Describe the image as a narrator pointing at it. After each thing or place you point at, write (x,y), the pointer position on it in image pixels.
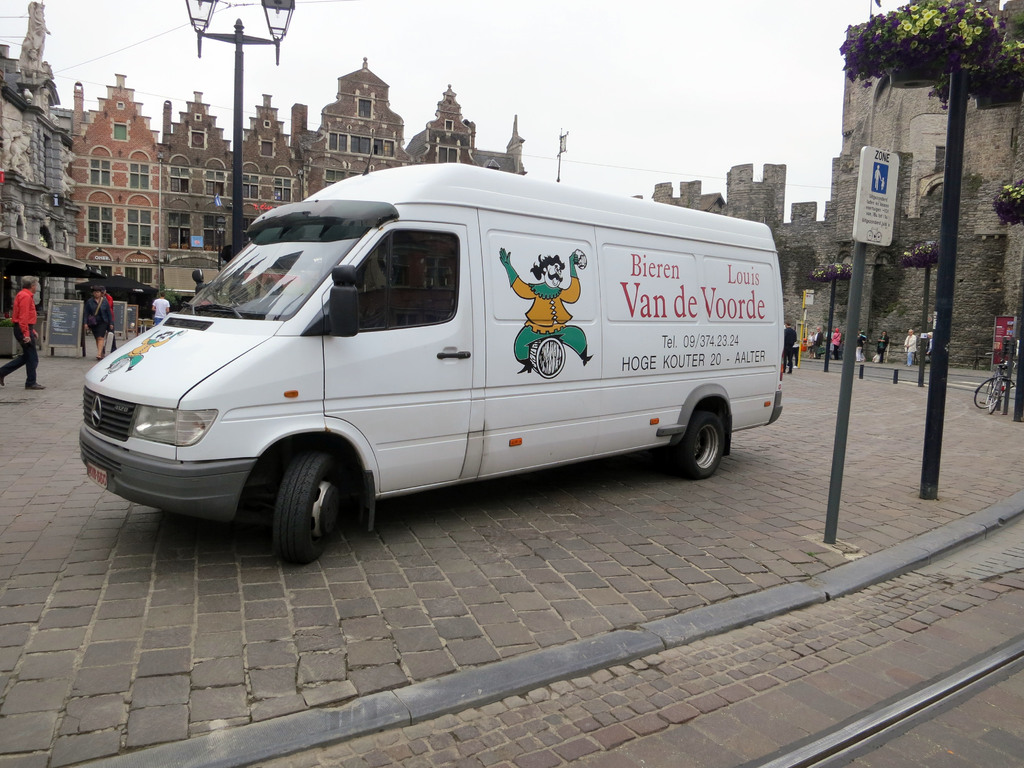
In the center of the image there is a van (490,223). At the background of the image (341,97) there is a building (43,174). There is a street light (267,3). There is a person (3,381) at the left side of the image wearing red color shirt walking on the road (41,399). There is a sign board (835,507).
